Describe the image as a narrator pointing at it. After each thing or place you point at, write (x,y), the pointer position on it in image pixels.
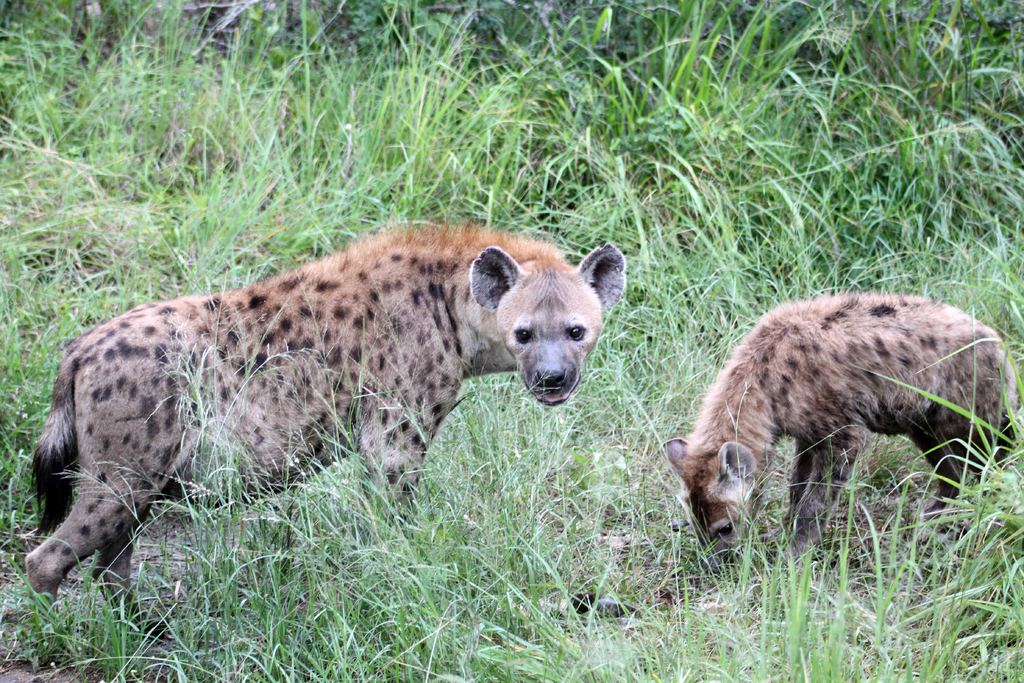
In this picture we can see some animals (470,338) in the grass (465,424).
